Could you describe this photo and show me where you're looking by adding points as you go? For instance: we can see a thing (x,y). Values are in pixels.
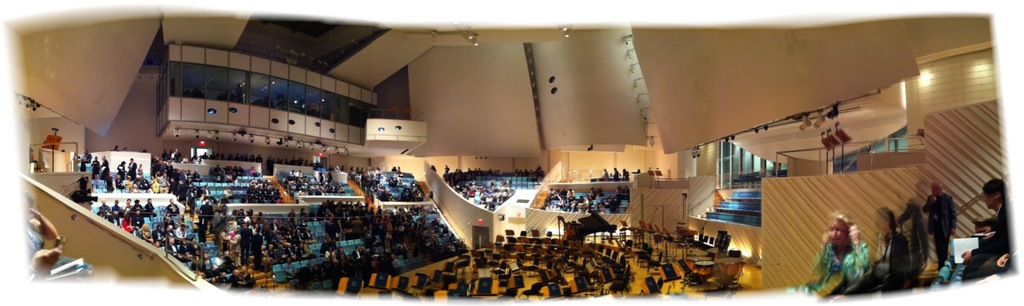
In the picture I can see people (359,213) among them some are standing and some are sitting on chairs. This is an inside view of a building (424,158). I can also see some empty chairs (573,249), walls (520,123) and lights (564,35). I can also see fence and some other objects (550,250) on the floor (597,263).
